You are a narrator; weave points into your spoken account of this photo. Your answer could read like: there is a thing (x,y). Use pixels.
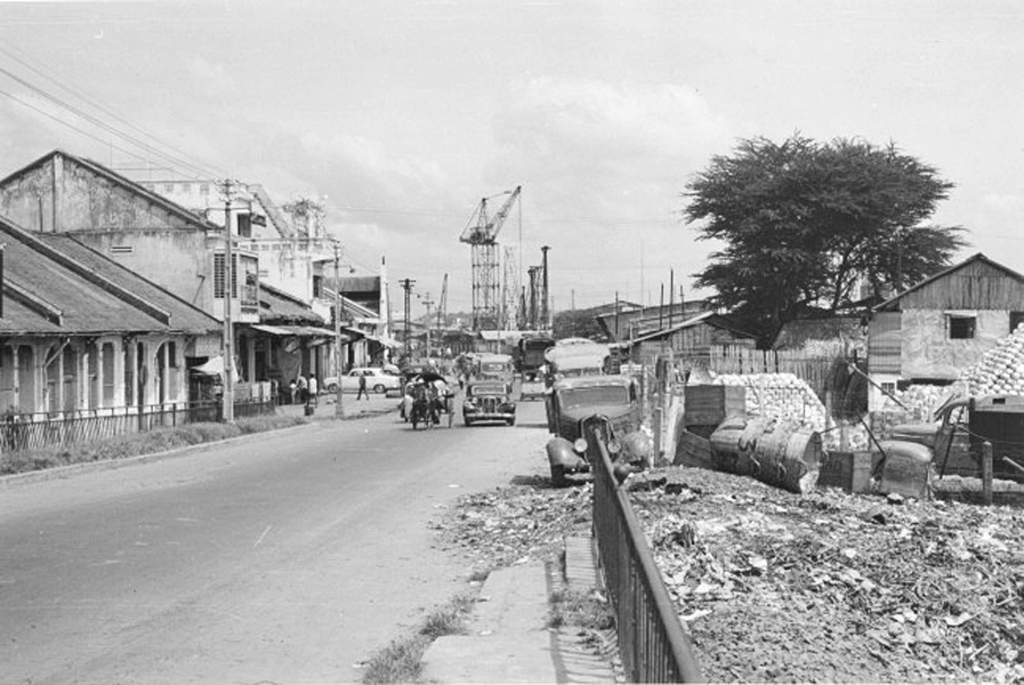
In this image there are vehicles (379,387) on the road (327,580). There are a few people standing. There are bushes (227,430), railings (622,642), electrical poles (224,398) with cables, buildings (233,257), trees (736,283), towers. On the right side of the image (790,591) there is a garbage (809,516) and there are a few objects (788,420). At the top of the image (566,65) there is sky (594,66).
